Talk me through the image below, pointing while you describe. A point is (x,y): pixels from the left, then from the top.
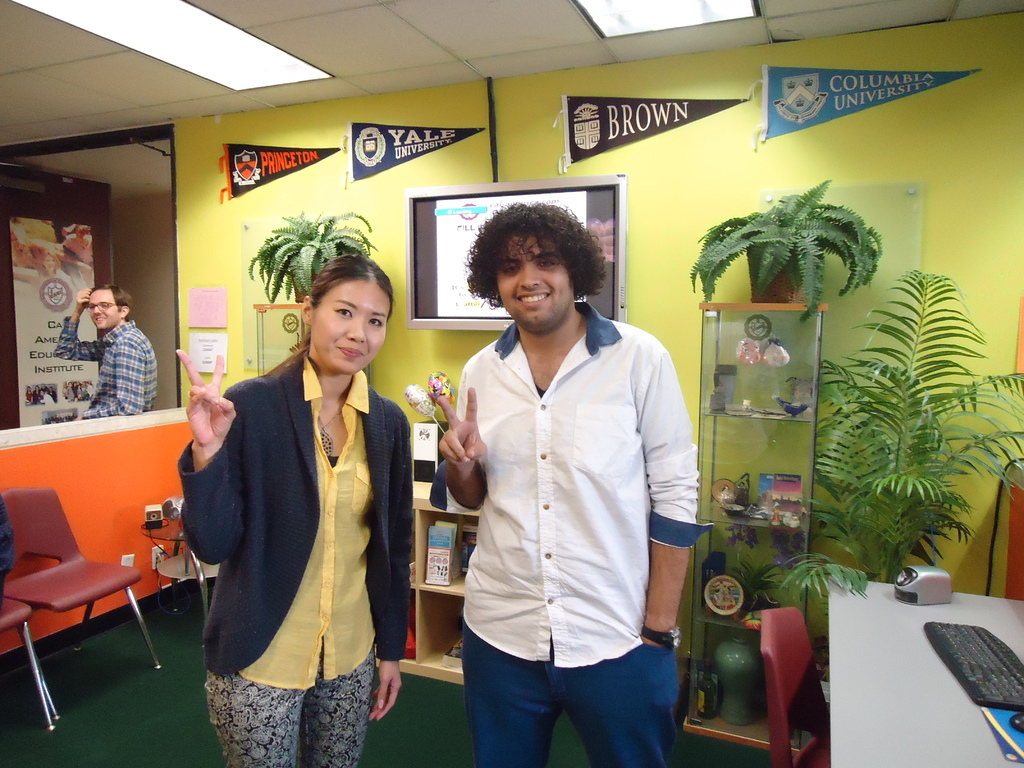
It seems to be the image is inside the room (193,587). In the image there are three people (105,327) two men's (118,356) and one woman (200,509) who are standing on right (859,453) there is a table (962,602), on table (948,608) we can see a keyboard (987,663), speaker (944,596), mouse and we can also a chair (804,662), plants (859,472). On left side (158,340) there is a door (29,314) which is opened. In background (423,245) we can see television (619,205) on top (360,21) there is a roof (528,9) with few lights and bottom there is a land (138,685) which is in green color.
